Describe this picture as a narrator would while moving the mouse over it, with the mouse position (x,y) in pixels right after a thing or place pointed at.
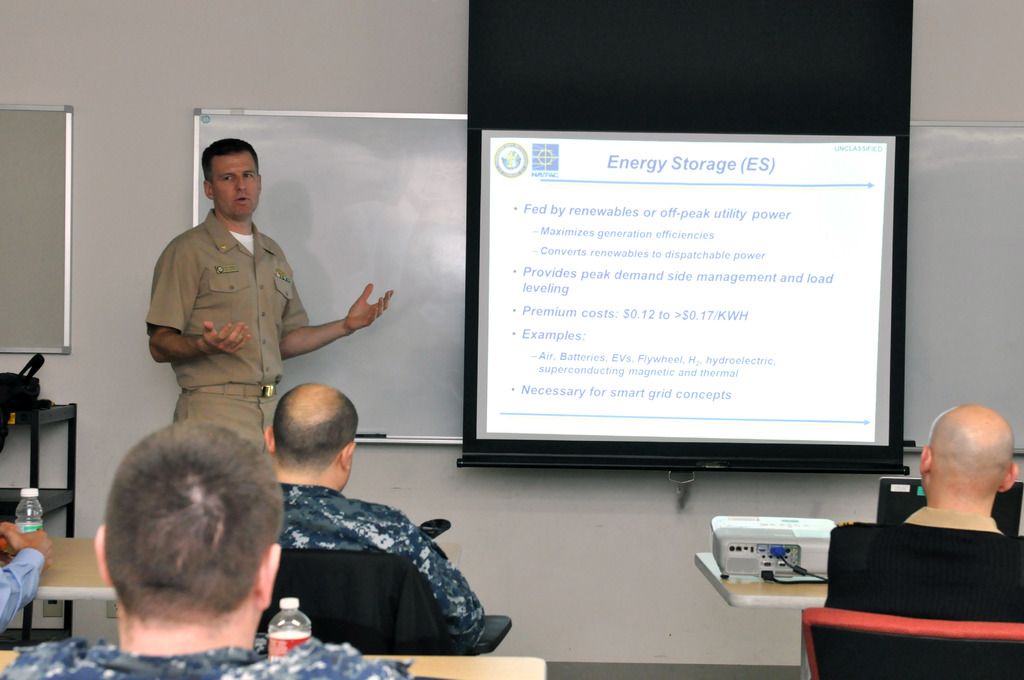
In this image there is a man (210,285) standing on the floor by raising his hands (221,345). Behind him there is a whiteboard (332,198). Beside him there is a screen (622,220). At the bottom (341,606) there are few people (194,578) sitting in the chairs (422,645). In front of them there are tables (465,660) on which there are bottles (295,624). On the right side (735,558) there is a projector (767,556) kept on the table (756,592). Beside the projector (760,543) there is a laptop (882,499). On the right side (960,586) bottom there is a person (953,571) sitting in the chair (896,624).
